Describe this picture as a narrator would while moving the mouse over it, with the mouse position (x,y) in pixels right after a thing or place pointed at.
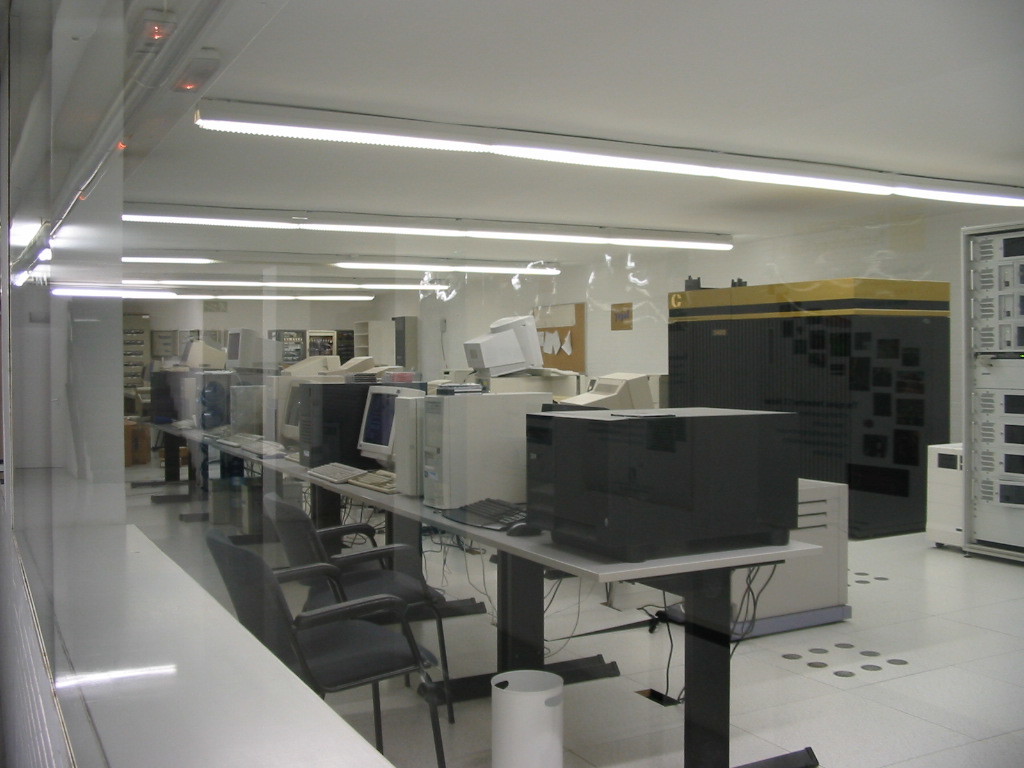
Through the glass (262,363) we can see computers (254,415), CPUs (714,523), mouses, keyboards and other objects (710,536) on a table (713,762) on the floor (425,765) and there are chairs (324,627) and a dustbin (491,729) on the floor (920,578). In the background (528,342) there are boards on the wall (184,326), electronic devices (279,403) and other objects (349,343). There are lights (408,126) on the ceiling (362,157).
